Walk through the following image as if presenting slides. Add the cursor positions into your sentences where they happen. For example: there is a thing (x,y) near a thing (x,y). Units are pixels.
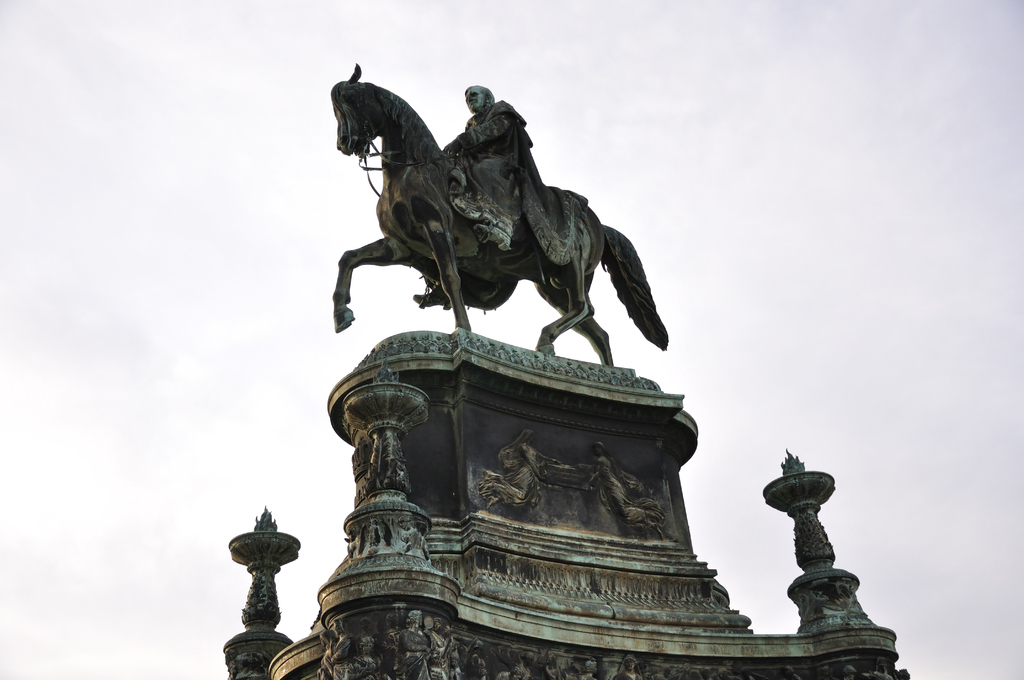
In this image in the front (470,423) there is an object (517,535) and on the top of the object (543,356) there is a statue (483,206) of a person (467,194) and a horse (442,196) and the sky (197,214) is cloudy and there is a sculpture (620,498) on the object (547,508).
